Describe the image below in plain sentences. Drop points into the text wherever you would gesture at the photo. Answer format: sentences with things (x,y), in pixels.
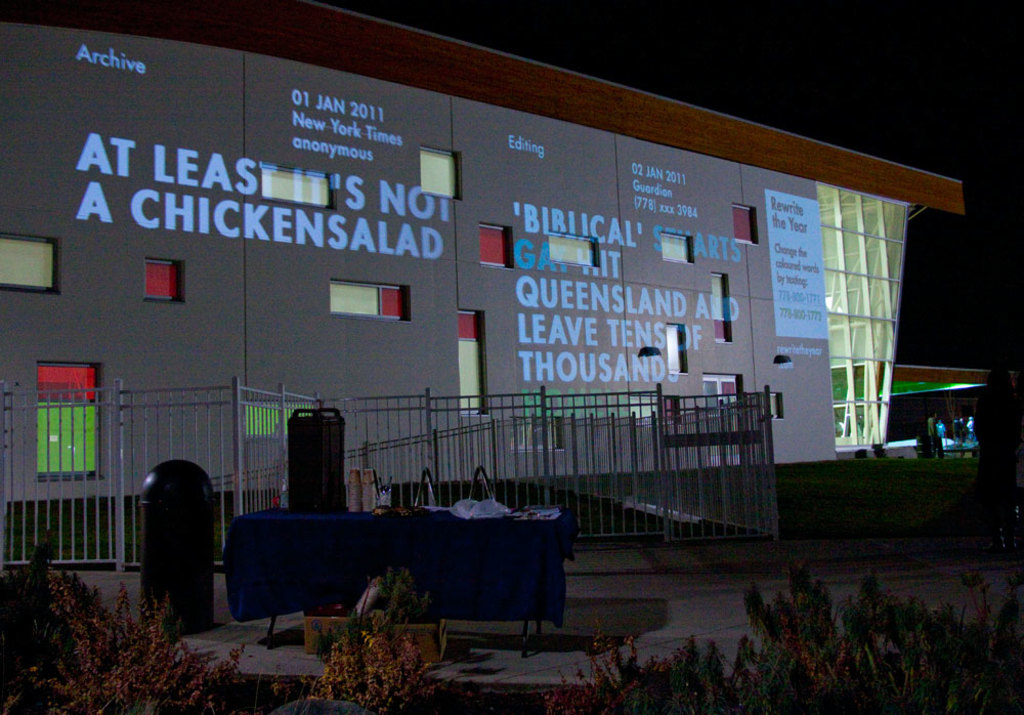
In this picture we can see plants (790,605), here we can a fence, building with some text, people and some objects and in the background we can see it is dark.
